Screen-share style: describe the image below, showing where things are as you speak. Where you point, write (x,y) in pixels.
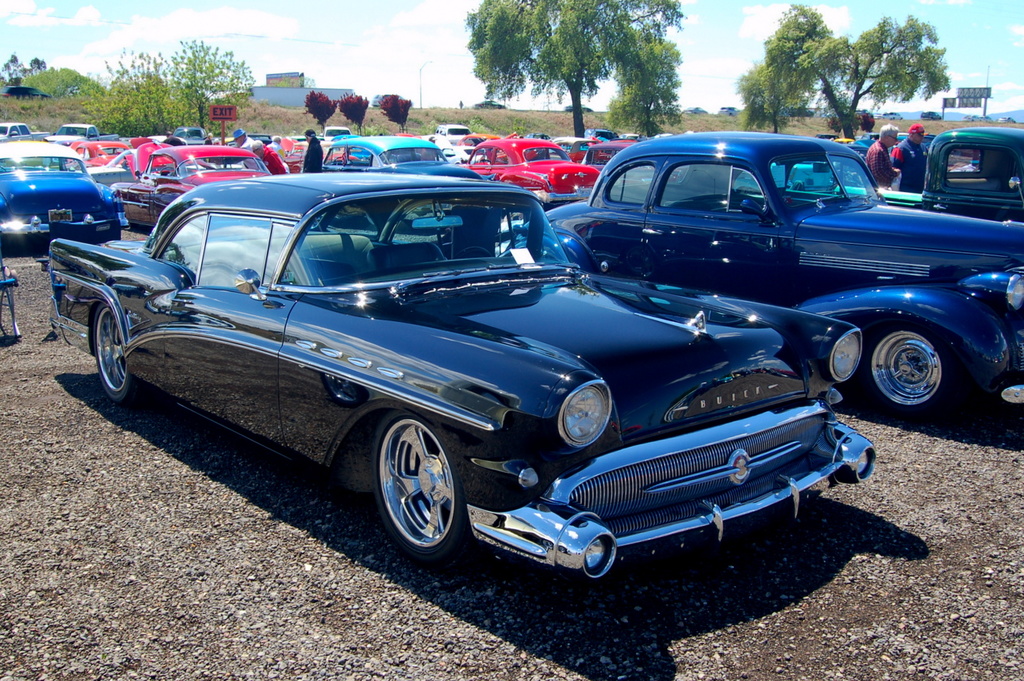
In this image we can see a group of cars (448,369) placed on the ground (418,580). On the backside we can see some trees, some people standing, a signboard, grass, poles (224,137), a street pole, wall (254,104) and the sky (432,27) which looks cloudy.
